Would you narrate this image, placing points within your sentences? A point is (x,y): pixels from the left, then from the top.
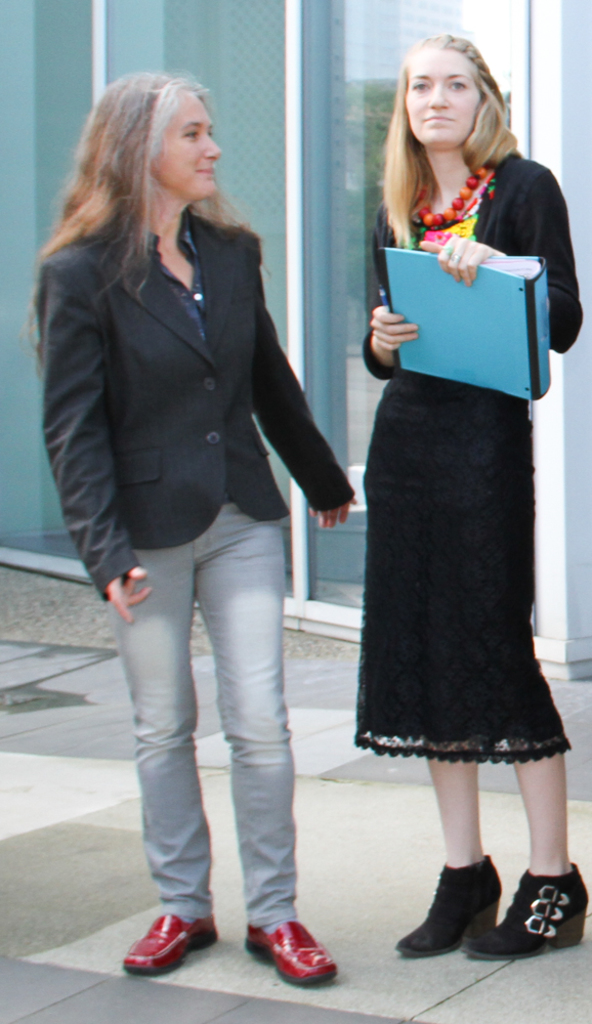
In this image we can see two persons (505,211). A lady (462,669) is holding an object (443,360) in her hand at the right side of the image (449,315). We can see glasses (191,42) of the building (181,56) in the image.
